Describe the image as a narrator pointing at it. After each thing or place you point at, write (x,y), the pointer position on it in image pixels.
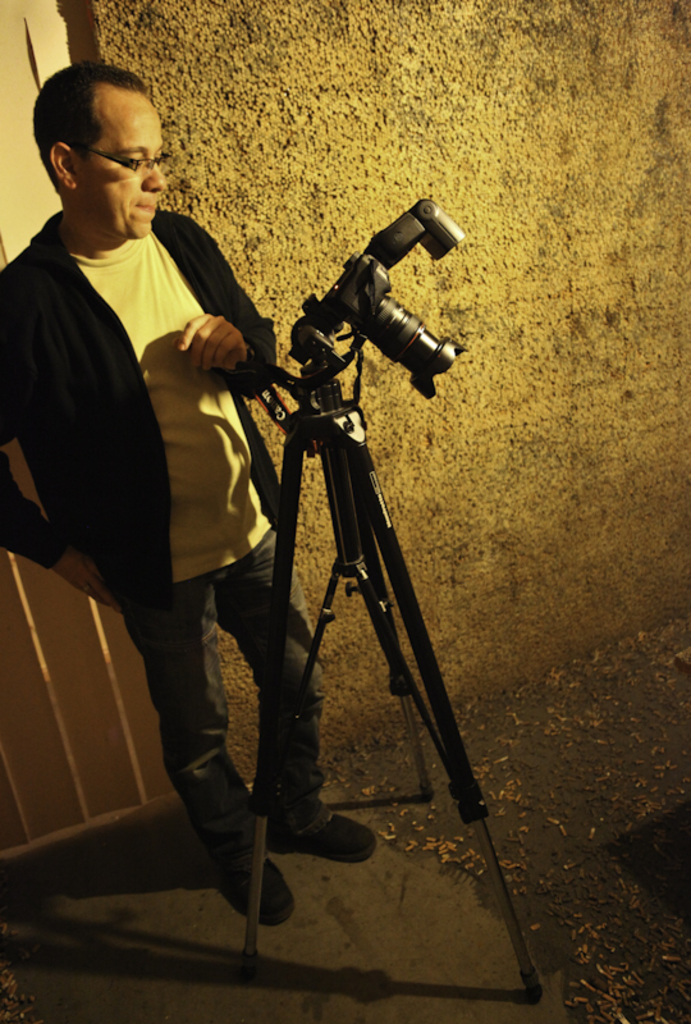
In this image we can see a man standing on the floor (423,882). Here we can see a stand (343,431) and a camera (375,292). In the background (337,161) there is a wall (515,583) and a wooden panel (38,766).
